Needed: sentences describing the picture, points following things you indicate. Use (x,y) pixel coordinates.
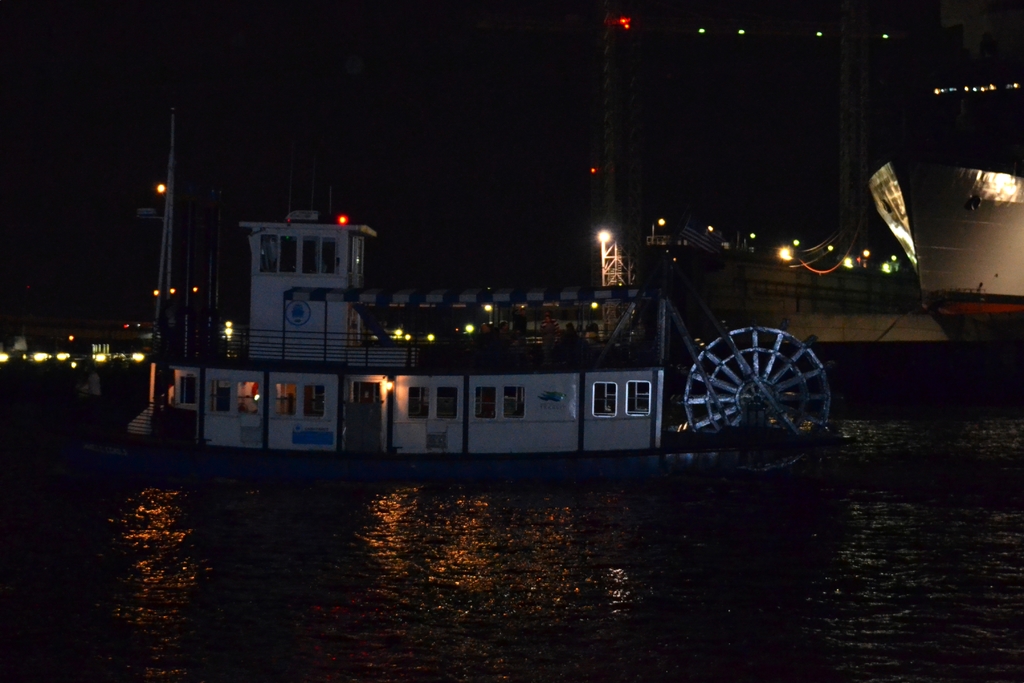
In this image we can see a boat (179,447) in a water (237,481), behind it there are many ships (808,279) and lights (60,353).
